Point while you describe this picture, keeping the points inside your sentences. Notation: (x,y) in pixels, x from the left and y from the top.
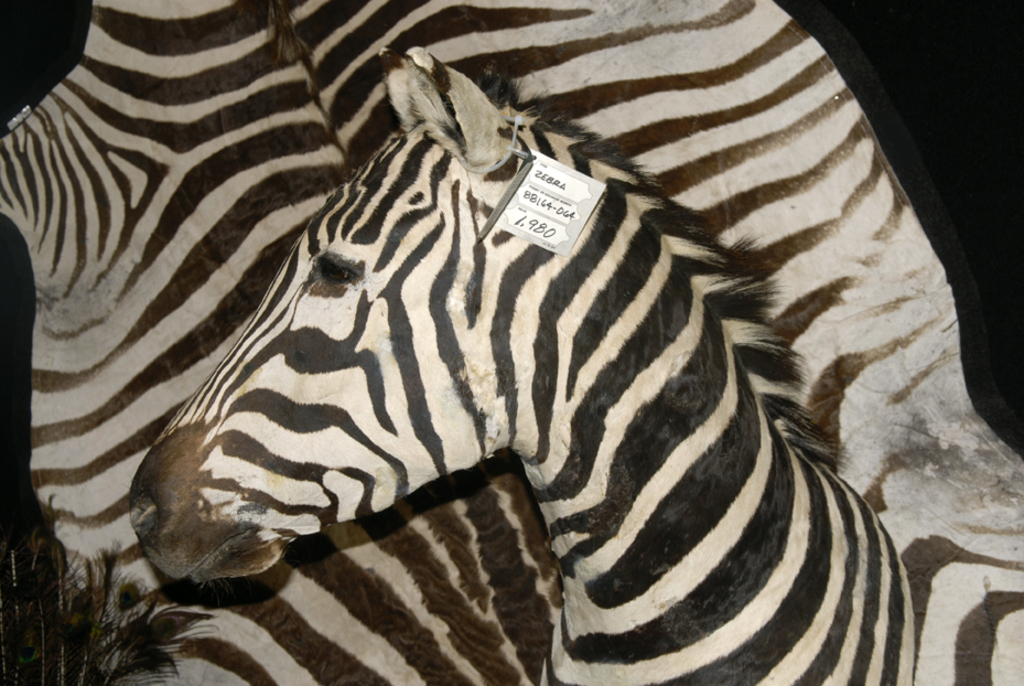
This image consists of zebra (775,571). And we can see a small card (521,224) tied to its ear (497,152).
